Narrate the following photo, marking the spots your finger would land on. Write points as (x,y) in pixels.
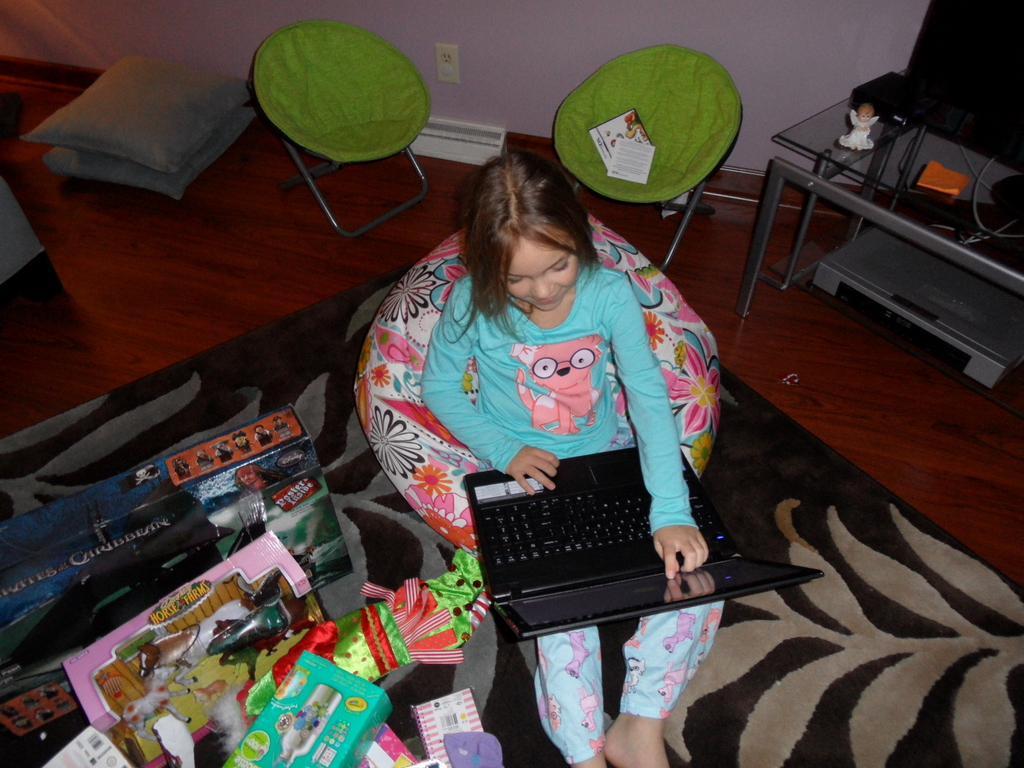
The photo is taken inside a room (254,205). A girl (508,361) is sitting on a chair (428,498) holding a laptop (572,524). Beside her there are toys (206,566). Behind her there is a tv (938,96) on table (874,209). Two chairs (377,121) and cushions (228,102) are there.
